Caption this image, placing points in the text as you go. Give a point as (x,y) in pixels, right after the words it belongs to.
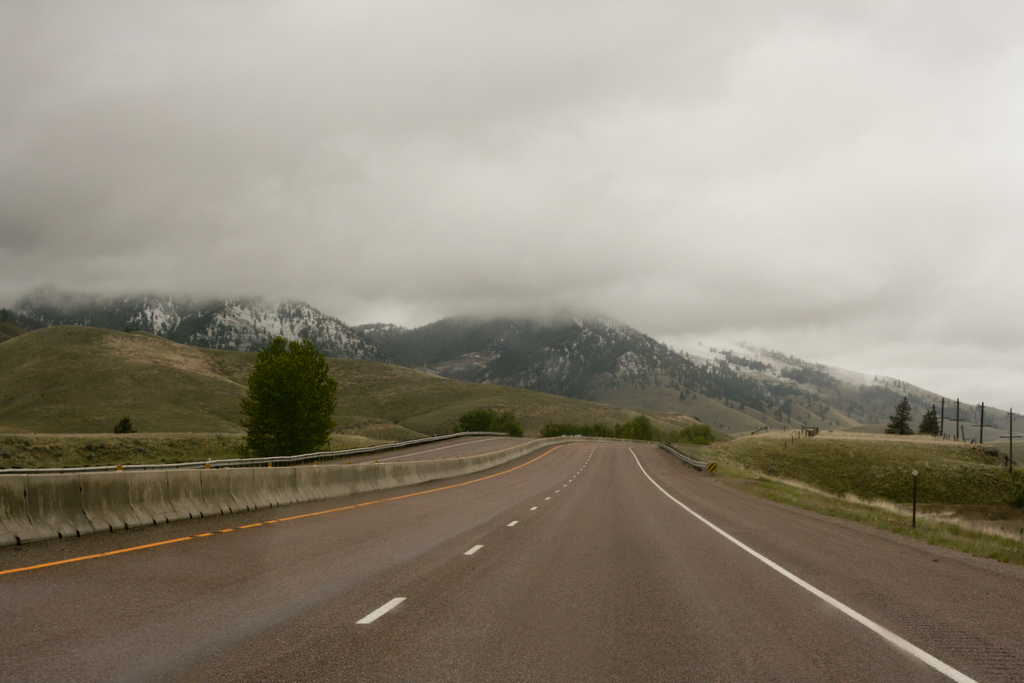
In this picture we can see the hills (484,368), trees (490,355), grass (412,402), railing (543,441), poles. At the bottom of the image (673,550) we can see the road (348,637). At the top of the image (545,187) we can see the clouds (575,240) are present in the sky (440,201).
